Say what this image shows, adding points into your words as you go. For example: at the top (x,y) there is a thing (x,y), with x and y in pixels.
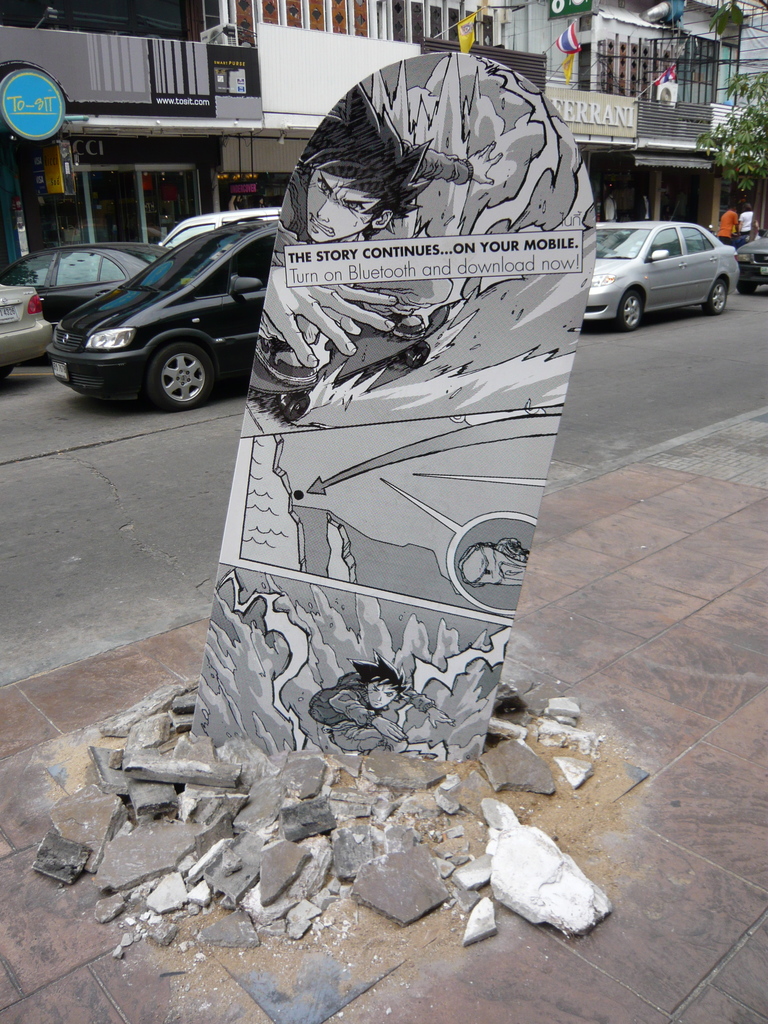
In this image, we can see a board (446,467) on the footpath (612,710). There are some cars (172,232) on the road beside the building (499,32).
